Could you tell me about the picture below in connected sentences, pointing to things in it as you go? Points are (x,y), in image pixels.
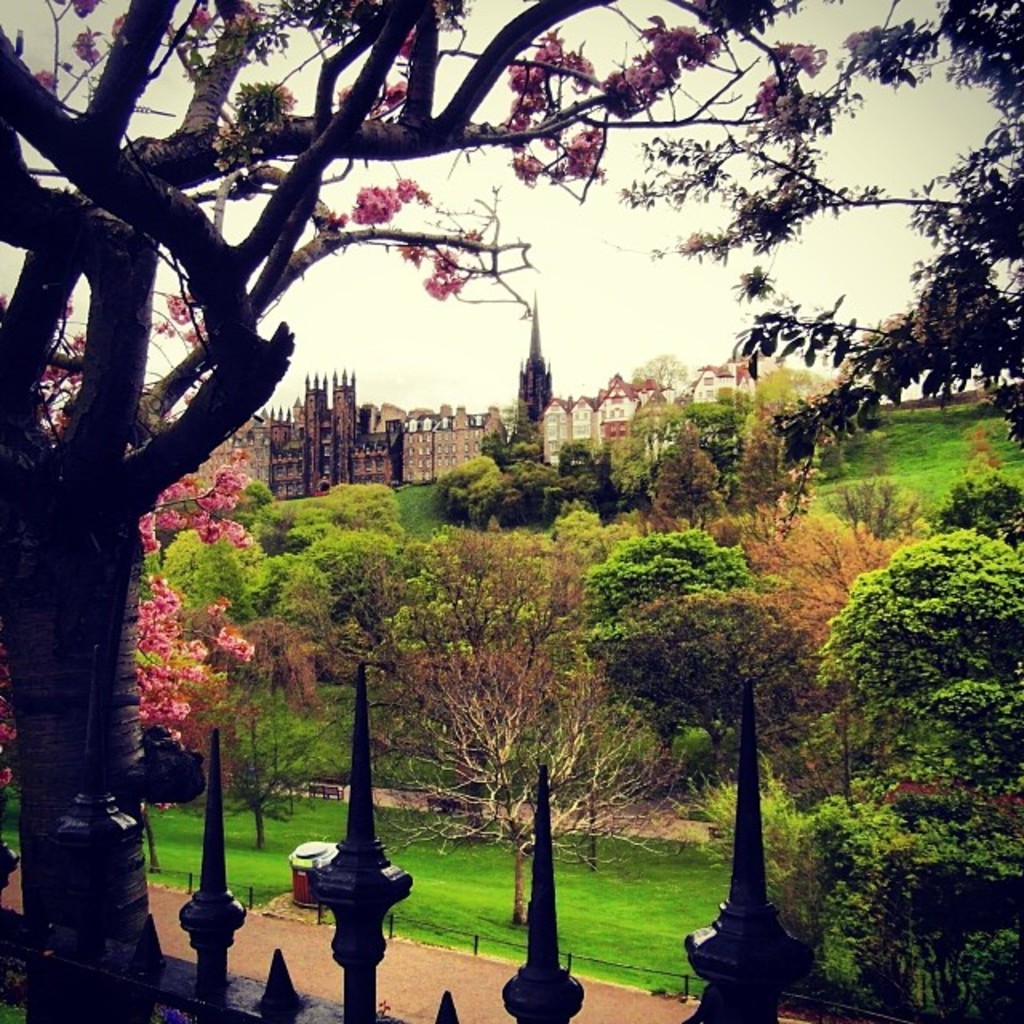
In this image we can see some buildings (400,478) and houses (629,423) with roof (636,386). we can also see a group of trees (549,671) with flowers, a bark (68,760) of a tree (62,775), grass (502,874), a pathway (488,961) and the sky (435,173) which looks cloudy.
